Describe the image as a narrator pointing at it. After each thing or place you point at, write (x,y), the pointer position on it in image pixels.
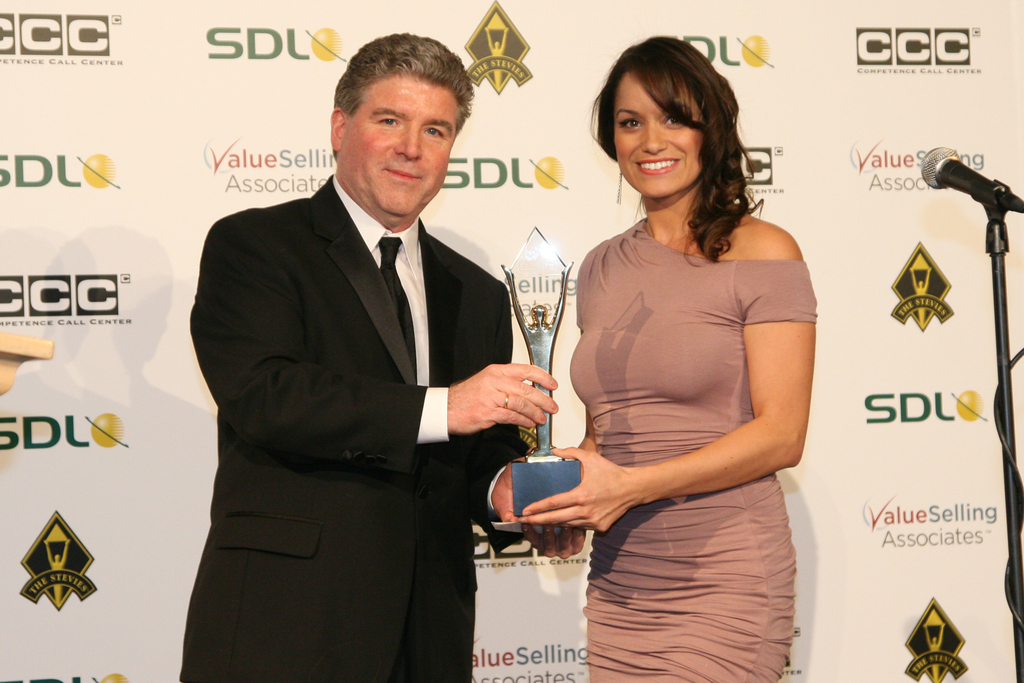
In this picture there is a woman (670,151) standing and smiling and holding the object (544,488) and there is a man (374,263) standing and holding the object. At the back (57,257) there is a board (496,658) and there is text (244,192) on the board (68,494). On the right side of the image (1007,196) there is a microphone (1021,656).
